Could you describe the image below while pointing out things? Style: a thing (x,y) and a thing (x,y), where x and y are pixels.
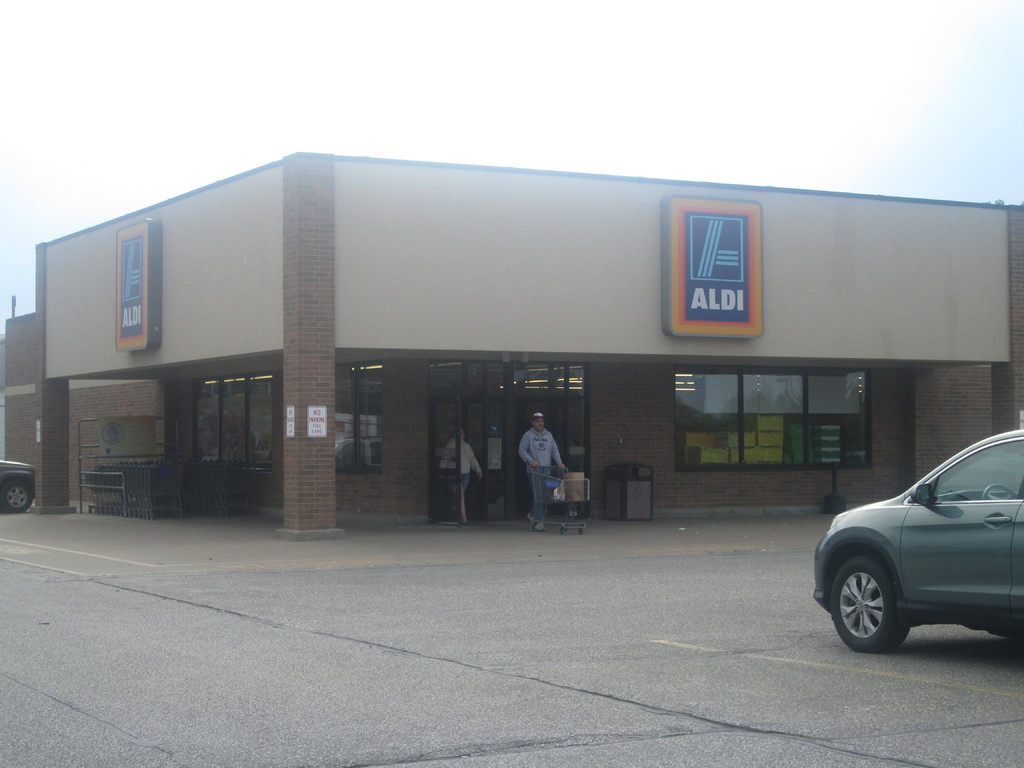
At the center of the image (531,403) there is a building (390,380), in front of the building (475,431) there are two people (529,458) walking from the entrance (484,458) and there are a few objects (245,472) placed. There are two vehicles (950,579) parked and in the background (325,99) there is the sky (317,85).
